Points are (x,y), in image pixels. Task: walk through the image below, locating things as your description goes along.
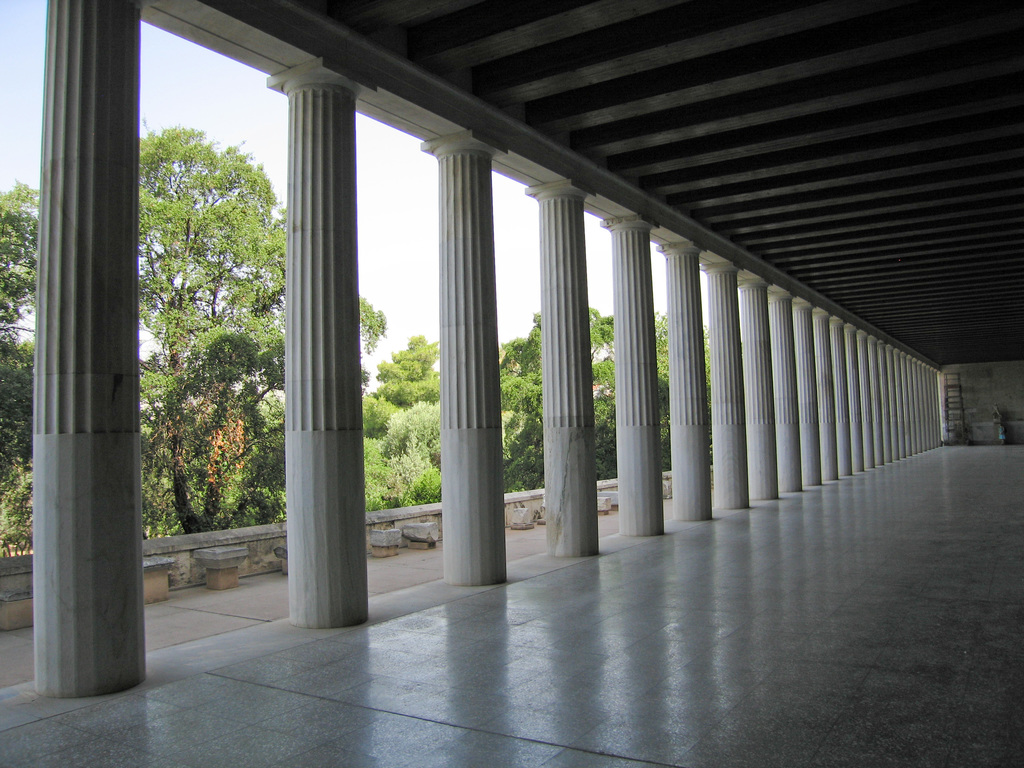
In this image we can see the shed (750,185) and the pillars (336,366). We can see the trees (256,353) and the sky (386,266).
